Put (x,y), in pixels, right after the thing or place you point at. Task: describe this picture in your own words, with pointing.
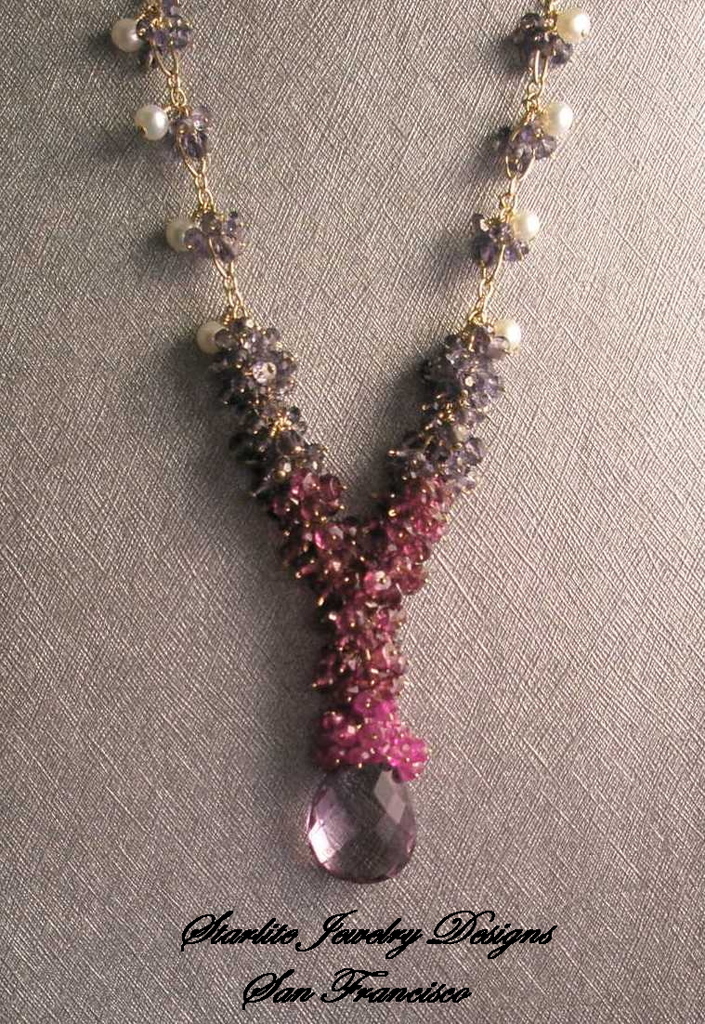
In this image, we can see a necklace (421,484) on an object (580,396). We can also see some text (325,949) at the bottom (277,952).
